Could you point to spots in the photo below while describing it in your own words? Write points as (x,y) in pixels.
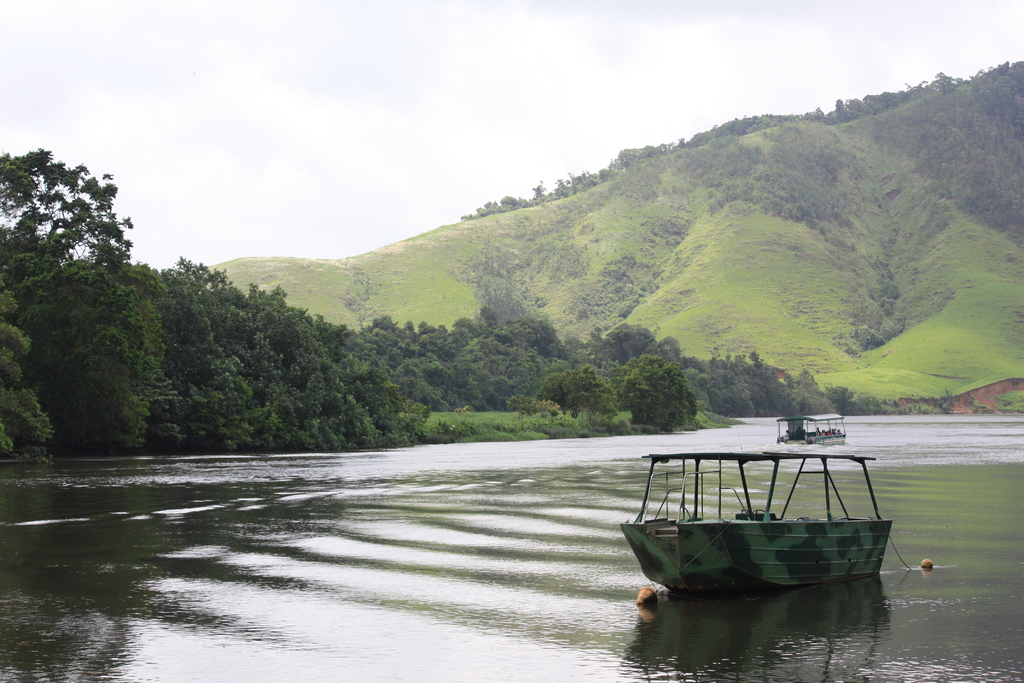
In this image at the bottom (454,536) there is a river (75,606), and in the river (715,505) there are some boats (756,542). And in the background (757,217) there are mountains (579,312), trees (286,352) and plants (932,275). And at the top (650,112) there is sky (324,160).
